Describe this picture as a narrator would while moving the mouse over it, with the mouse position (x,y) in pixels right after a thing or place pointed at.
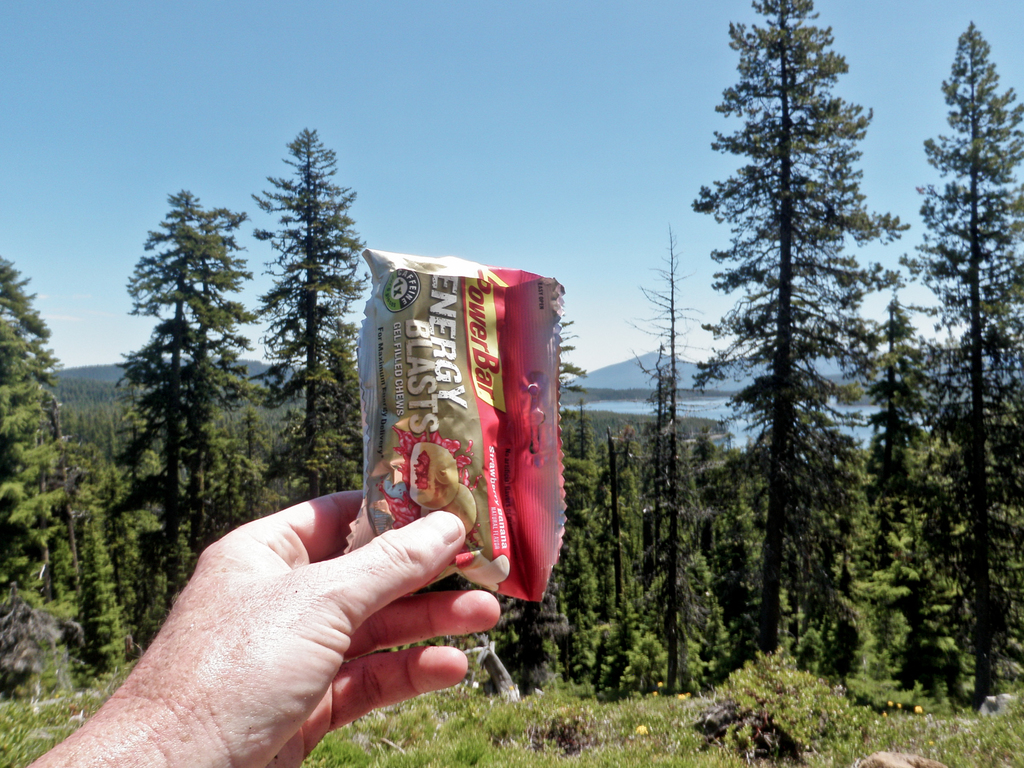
In this image I can see the person (300,545) holding the packet (418,495) which is in red and green color. And I can see the name energy blasts (421,409) is written on it. In the background (718,481) there are many trees (575,565), mountains (712,387) and the blue sky (392,173).
